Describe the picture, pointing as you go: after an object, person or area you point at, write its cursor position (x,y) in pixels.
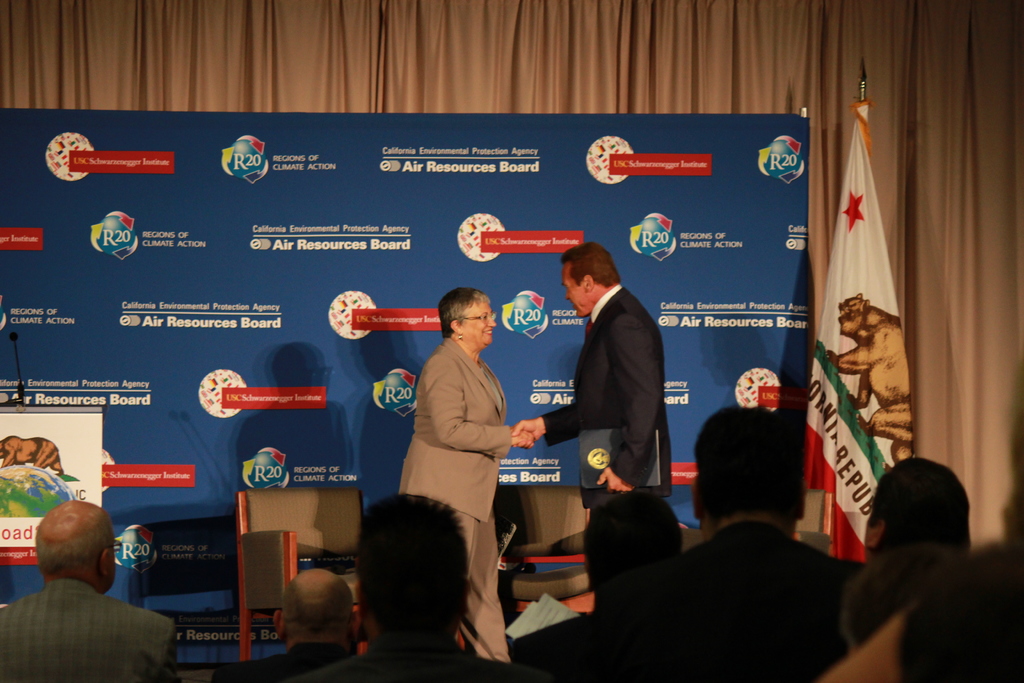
In this image there are people (542,661) sitting in the foreground (675,576). There is a stage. There are two people (590,380) standing. We can see chairs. There is a curtain (967,343). We can see blue color banner (486,247) with text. There is a flag (863,184).
